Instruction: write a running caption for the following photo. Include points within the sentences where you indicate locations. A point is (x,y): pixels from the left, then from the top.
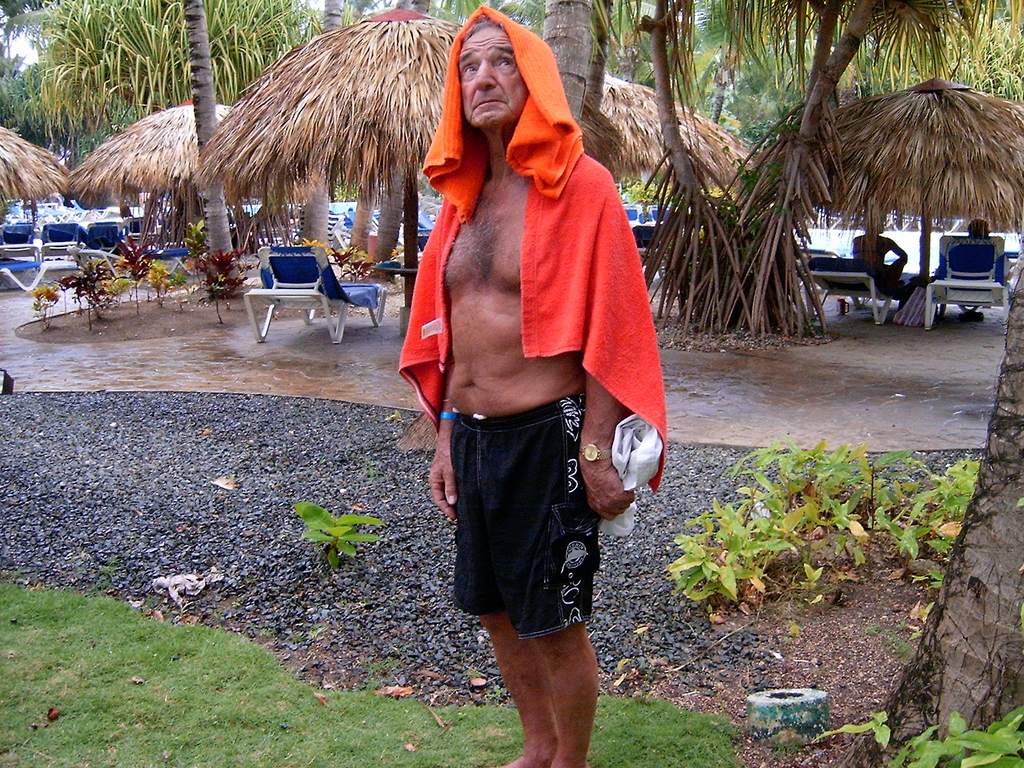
In this image I see a man (584,522) standing on the grass (32,727) and he is holding a cloth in his hand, I can also see there is another cloth (534,101) on his head (514,93). In the background (47,138) I see the stones (217,608), plants (1016,767), trees (67,138), chairs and 2 persons (979,220) over here.
